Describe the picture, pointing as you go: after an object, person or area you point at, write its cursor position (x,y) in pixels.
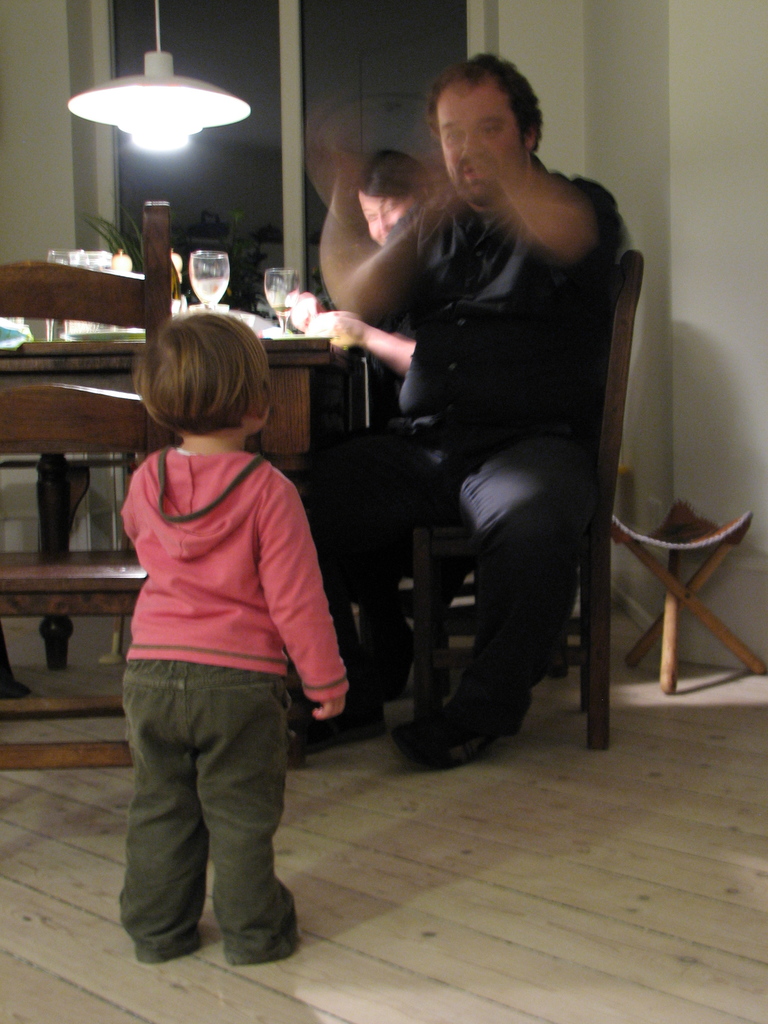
In this image i can see there are two persons (441,347) who are sitting on a chair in front of table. On the table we have few glasses (208,279) and other objects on it. I can also see there is a child (209,561) who is standing on the floor (412,852).
